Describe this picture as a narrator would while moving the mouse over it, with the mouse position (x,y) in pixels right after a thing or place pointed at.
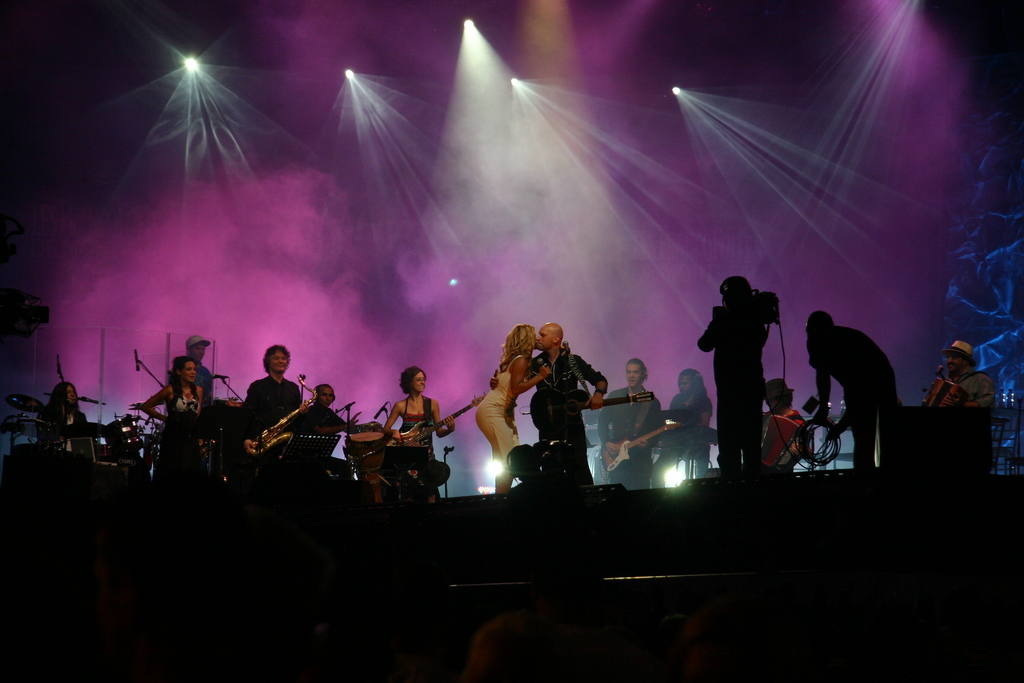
In this image I can see the group of people (572,430) standing on the stage (697,479). Among them some people (281,414) are playing the musical instruments (293,417). In the background (358,147) there are lights (401,131) and the smoke (417,264).
